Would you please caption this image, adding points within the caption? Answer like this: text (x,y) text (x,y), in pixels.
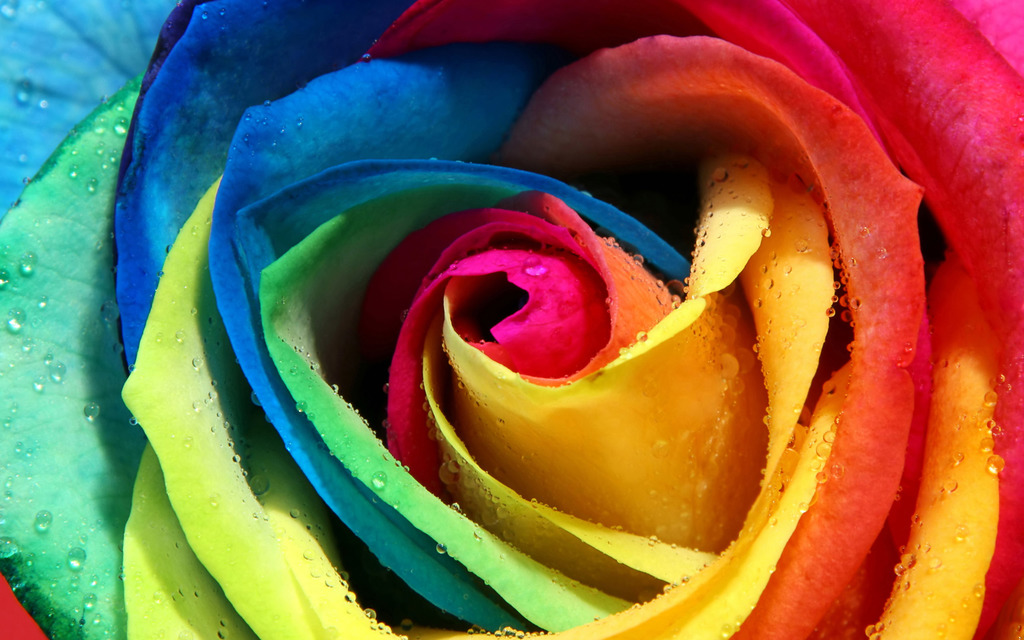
In this image, we can see a colorful flower (599,385).
